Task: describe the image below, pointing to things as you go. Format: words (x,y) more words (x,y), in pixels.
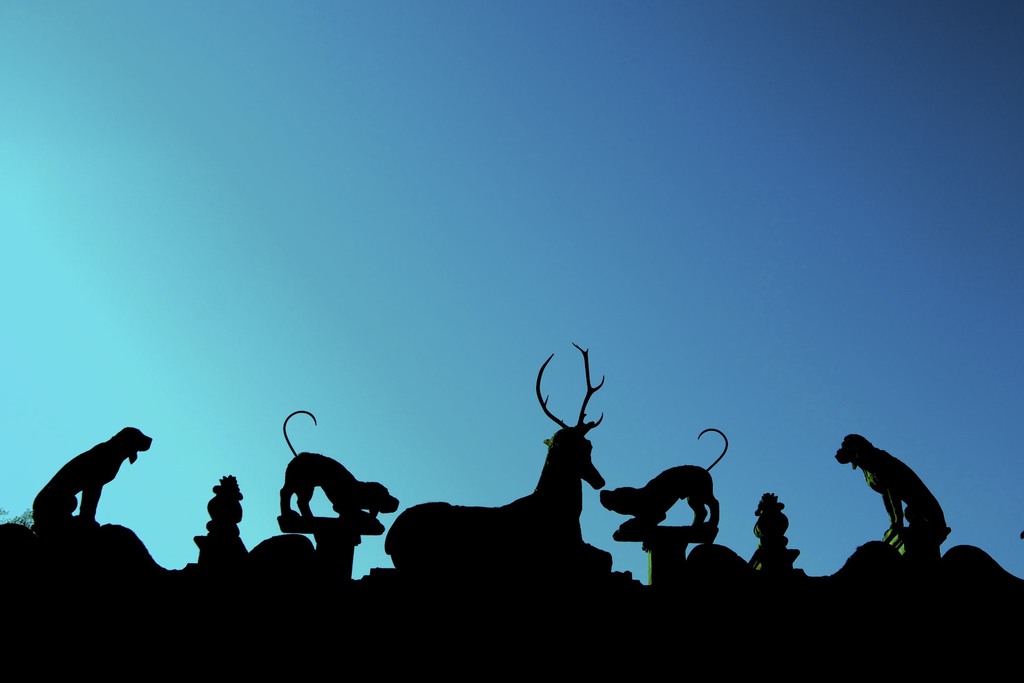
In this image we can see some different shape of animals (471,565) which are on the surface (552,576) and in the background of the image (317,300) there is clear sky (279,225).
